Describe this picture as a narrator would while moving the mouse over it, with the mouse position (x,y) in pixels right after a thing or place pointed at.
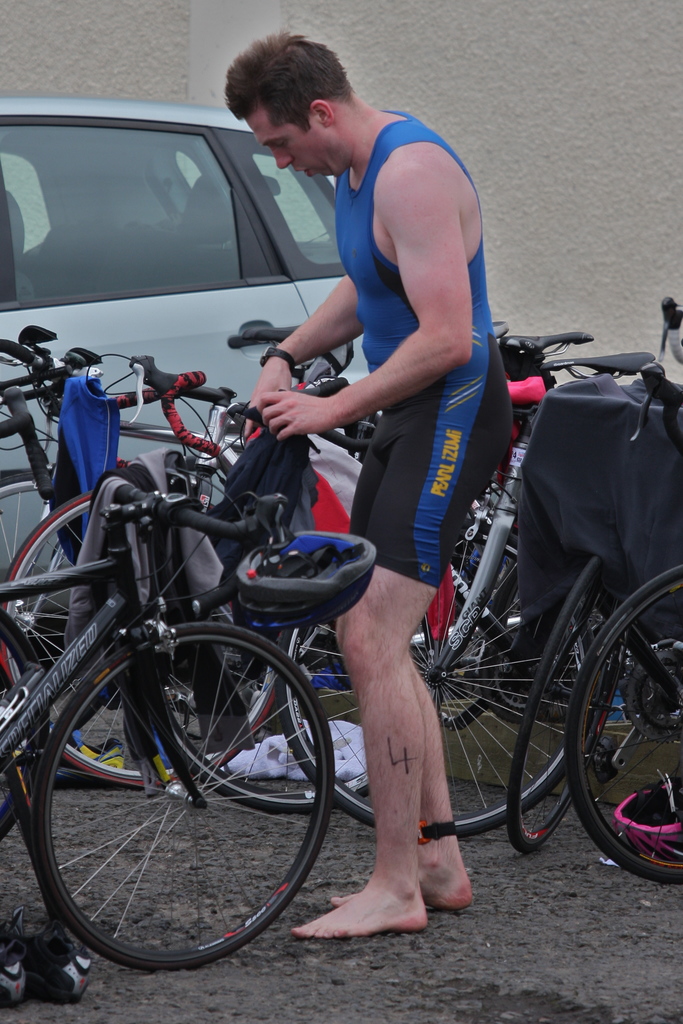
In this image, we can see a person (375,525) is standing on the path (384,966) and holding a black object (299,462). Here we can see few bicycles (34,768), vehicle (204,365) and few objects (166,566). Background (537,86) we can see the wall (519,129).
